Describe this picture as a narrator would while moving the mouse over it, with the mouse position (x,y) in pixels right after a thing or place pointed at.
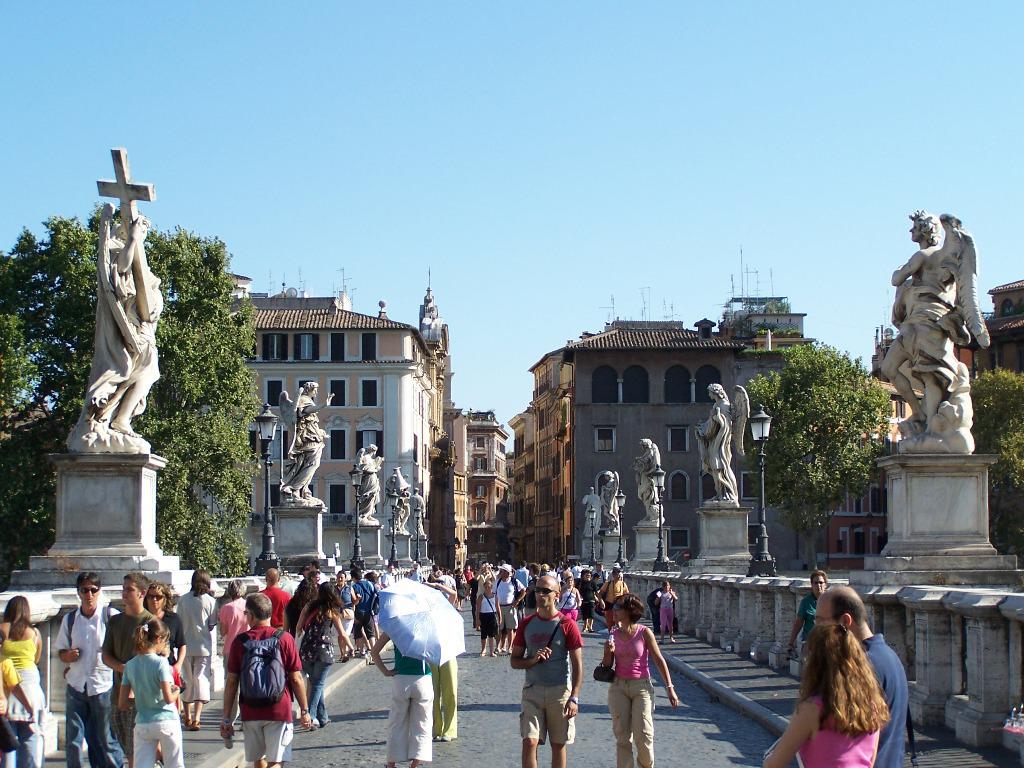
In this image I can see people (444,670) on the road (458,746). On either side of the image there are few sculptures (656,454). In the background (620,454) I can see buildings (424,431). At the top (520,153) I can see sky (520,153).
